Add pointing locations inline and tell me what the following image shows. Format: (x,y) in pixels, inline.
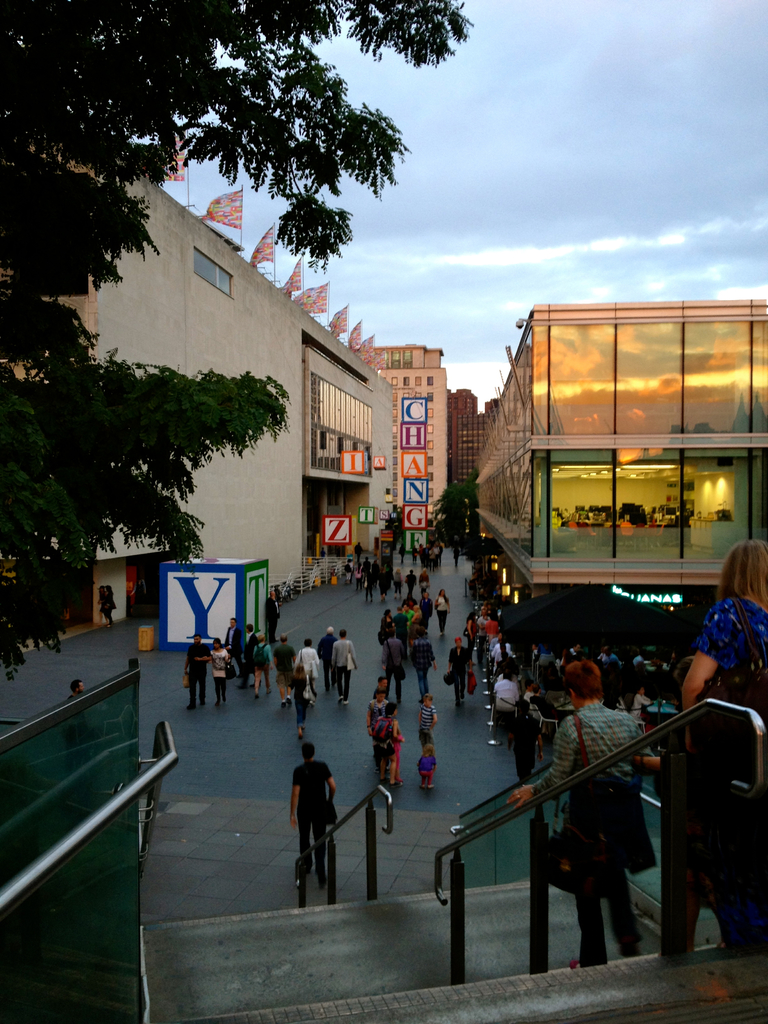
In this image, on the left side (104,117) there is a tree (106,158) and a building (277,316), on that building (262,287) there are flags (342,324), in the bottom right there is a staircase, in the background (480,309) there is the sky (550,209).
